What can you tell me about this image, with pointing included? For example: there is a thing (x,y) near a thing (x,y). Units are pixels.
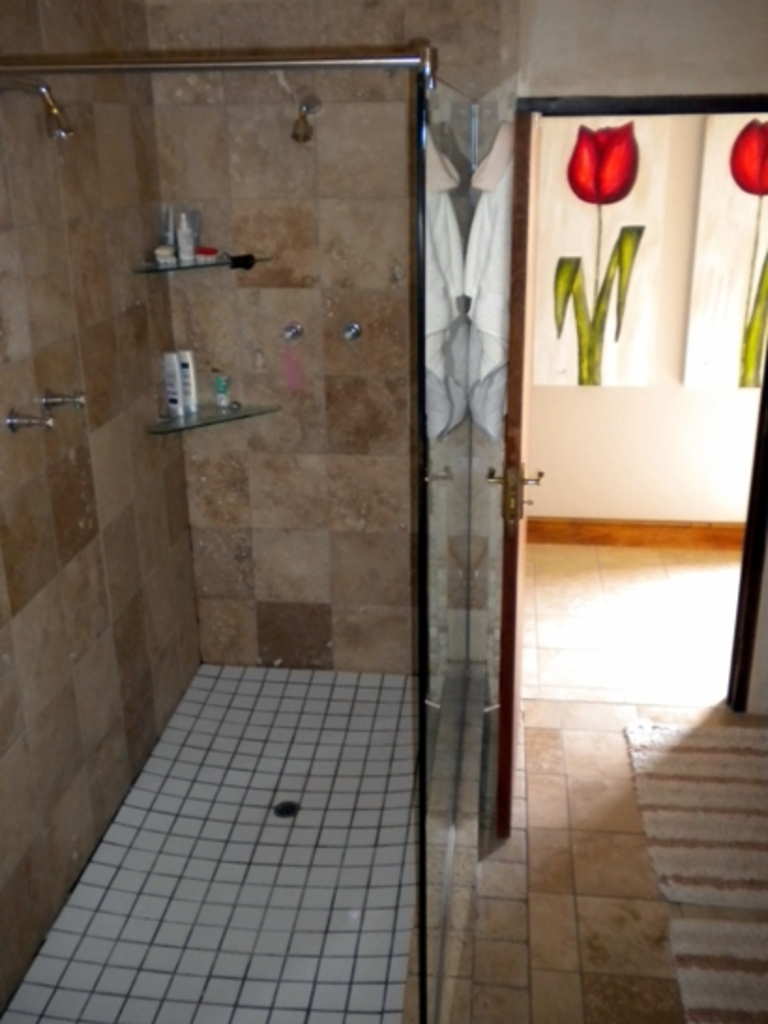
In this picture I can observe restroom (192,701). On the right side (515,251) there is a door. On the left side (202,257) there are some toiletries (178,240). In the background (154,327) there is a wall (239,168).
